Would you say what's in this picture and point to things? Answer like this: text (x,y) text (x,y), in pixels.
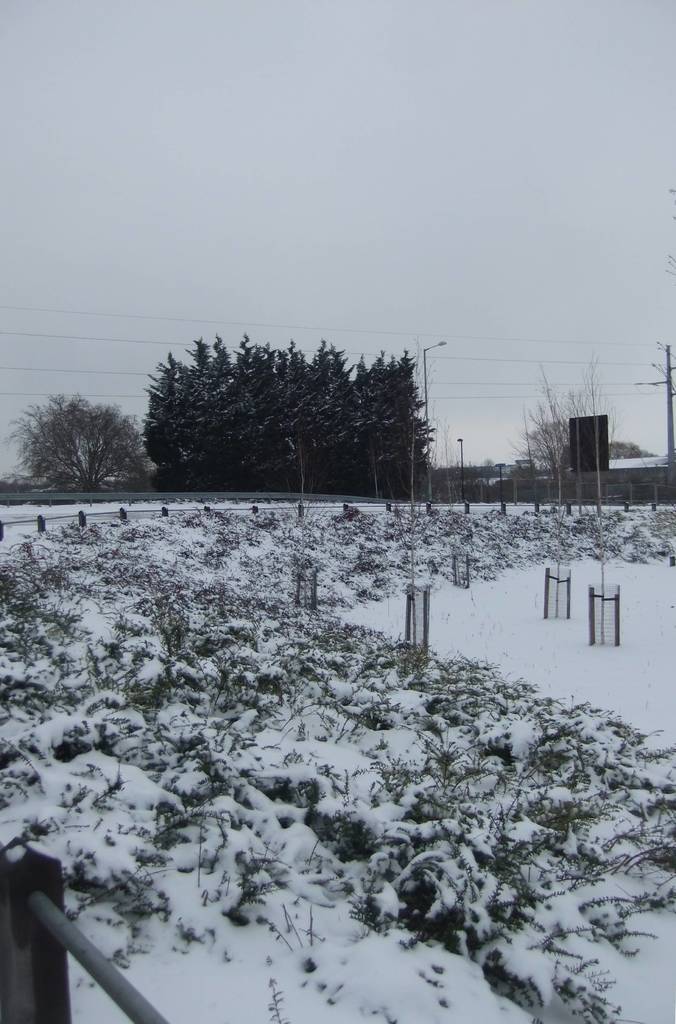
In this picture, we can see the ground (176,984) and plants (544,821) covered with snow (278,925), and we can see some nets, fencing (301,509), and we can see poles (14,935), lights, wires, trees (258,351) and the sky (529,401).
